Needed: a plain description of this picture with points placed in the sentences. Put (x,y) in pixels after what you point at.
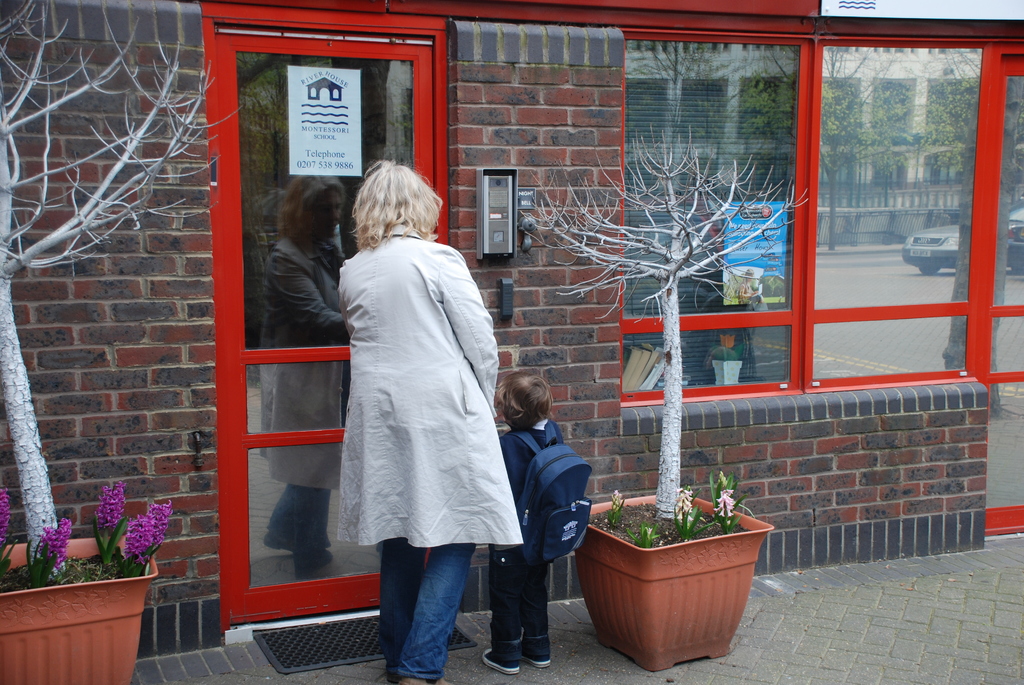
As we can see in the image there is a woman (434,484) and a kid (519,464) who is standing in front of a building (471,575). The women (407,423) is wearing white jacket (420,423) and the kid (554,495) is wearing a navy blue colour bag (550,514). On either side of them there are plants (678,263) kept in a pot (59,643). On the ground (316,637) there is a doormat (341,644). The women (449,511) and the kid (528,517) are standing in front of the building (560,322) which is of red bricks (586,389) and on the window (863,146) of the building (815,260) we can see the reflection of a building (894,150) and the trees (968,151) and on the road (901,269) the car (953,244).
